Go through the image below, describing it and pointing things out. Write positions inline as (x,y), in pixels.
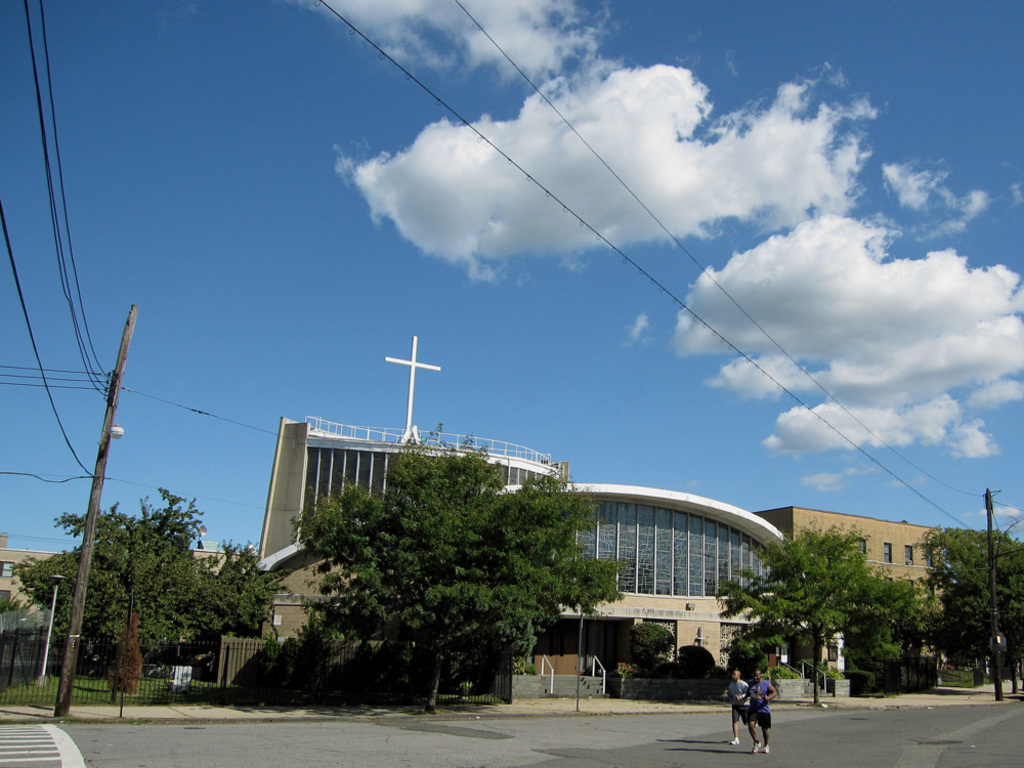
This image consists of a building (276,627) along with the trees (432,514). At the top (520,138), there are clouds (919,197) in the sky (765,211). At the bottom (813,729), there is a road (761,741). In the front (768,725), we can see two men (734,734) running on the road (711,753). On the left (75,454), there is a pole (60,708) along with wires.
